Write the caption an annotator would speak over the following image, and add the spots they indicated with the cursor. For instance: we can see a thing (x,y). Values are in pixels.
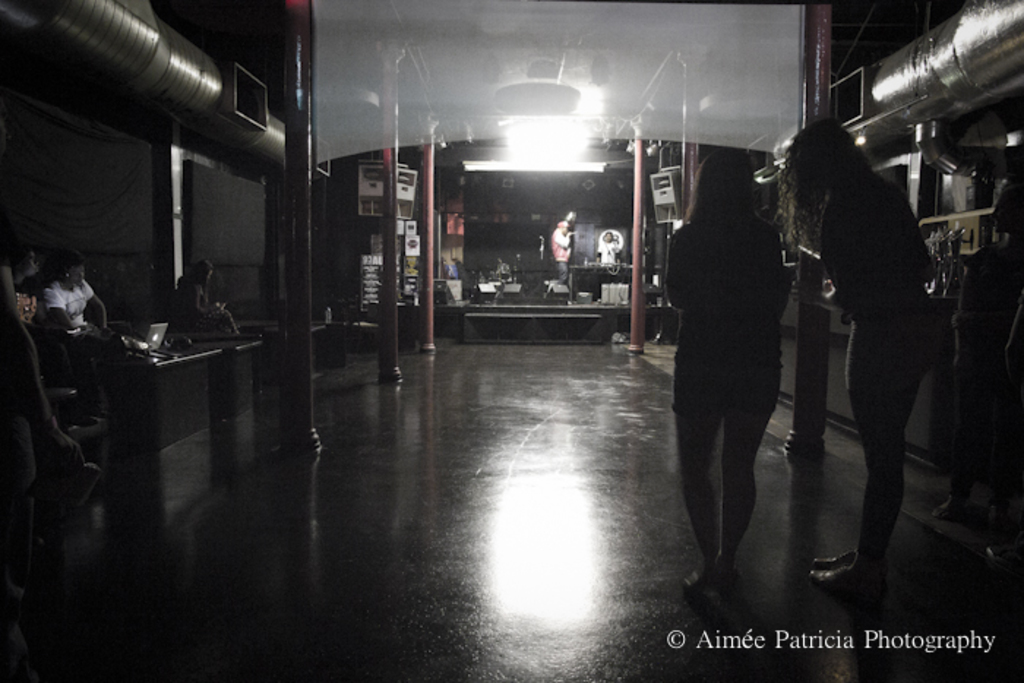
On the left side of the image (71,343) we can see people (54,316) sitting and there are tables (210,381). On the right (726,526) there are two ladies (889,420) standing. In the background (393,243) there are pillars (390,295) and we can see people (604,258) standing. There is some equipment (402,211).
